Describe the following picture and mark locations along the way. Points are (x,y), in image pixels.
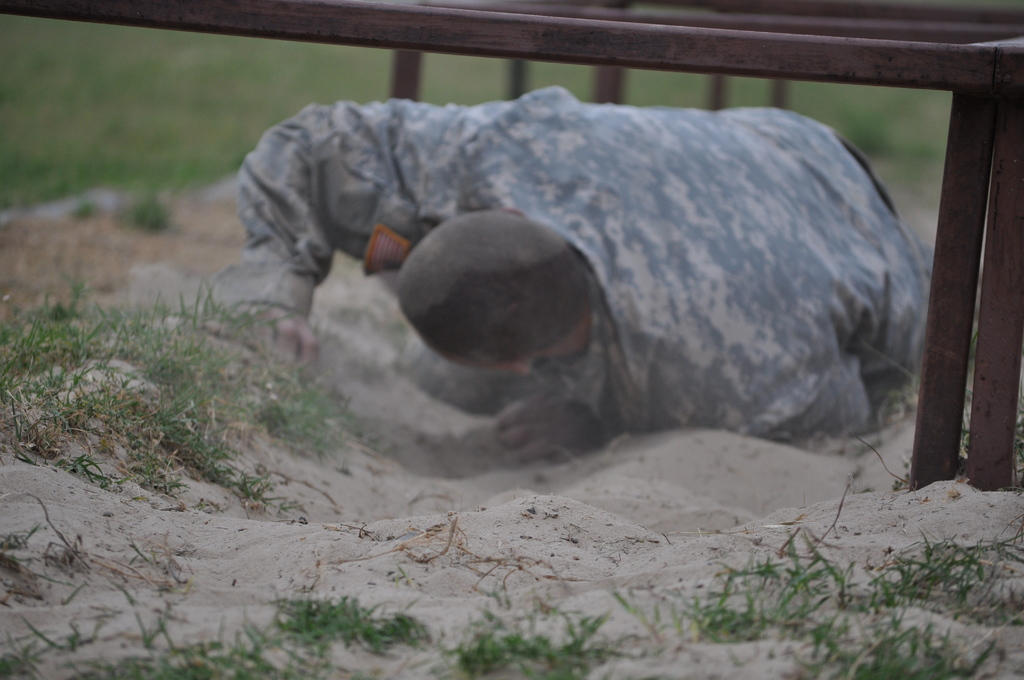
In this picture we can see army man (810,322) who is lying on the ground (653,459). On the top (708,54) we can see iron stand (922,62). On the bottom (780,581) we can see grass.
